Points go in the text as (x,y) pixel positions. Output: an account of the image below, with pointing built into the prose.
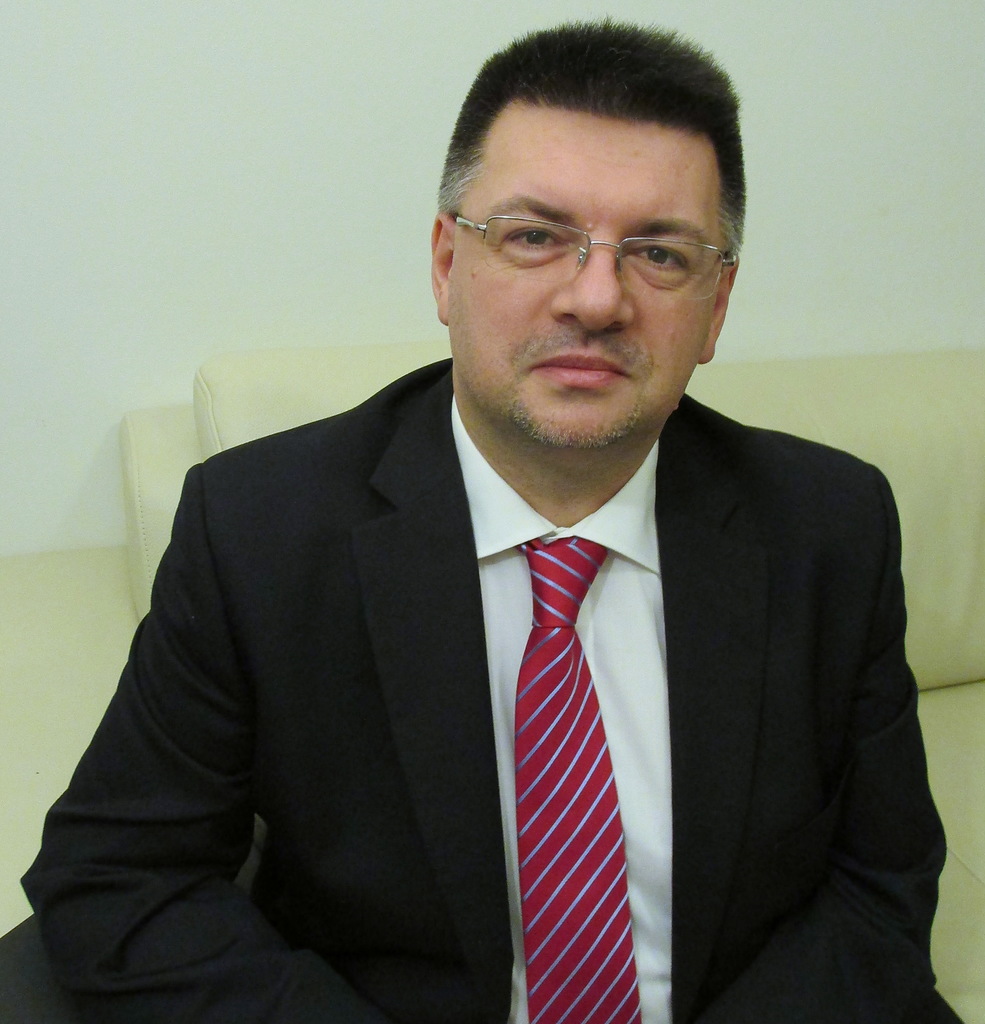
In this picture we can see a man (655,810) is sitting on a sofa (935,593), he is wearing a suit (711,642) and spectacles (633,276), in the background (157,22) there is a wall (103,78).
